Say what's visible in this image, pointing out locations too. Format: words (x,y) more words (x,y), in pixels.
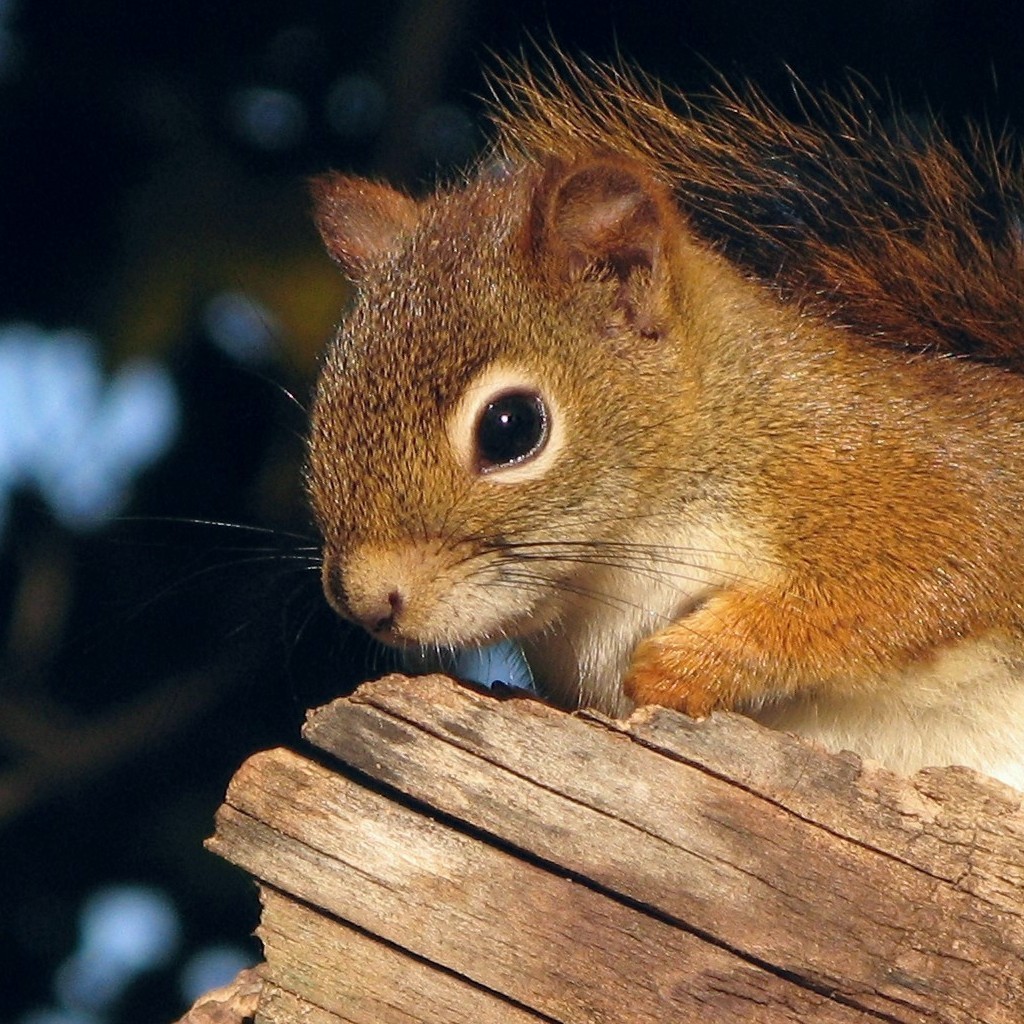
In this image we can see a squirrel (713,511) on the wooden block (550,844).
